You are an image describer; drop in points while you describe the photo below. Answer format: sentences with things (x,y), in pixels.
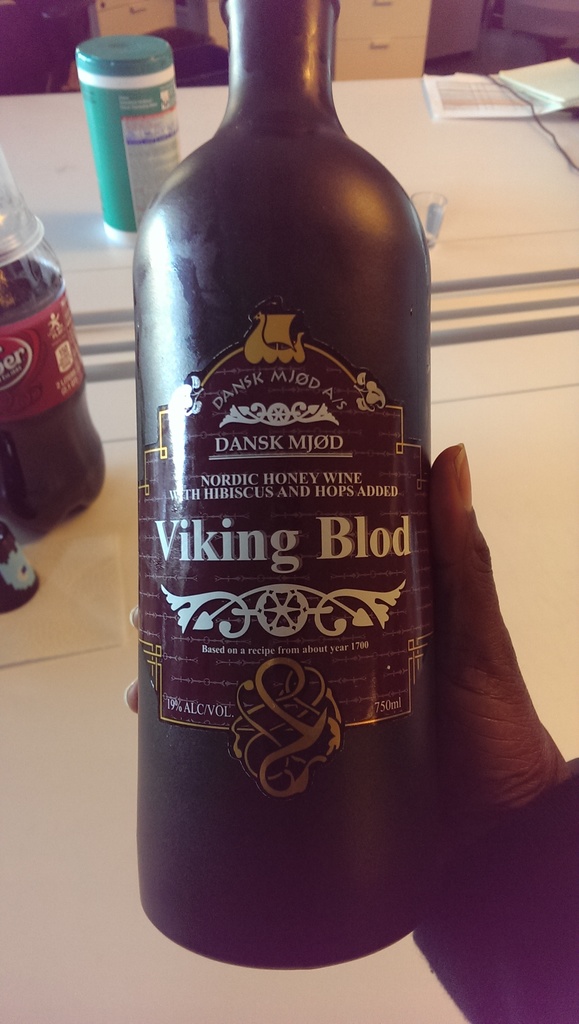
In this image I can see a person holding the wine bottle (285,361) and there are books (553,80) and the box (168,125) on the table (484,330).
